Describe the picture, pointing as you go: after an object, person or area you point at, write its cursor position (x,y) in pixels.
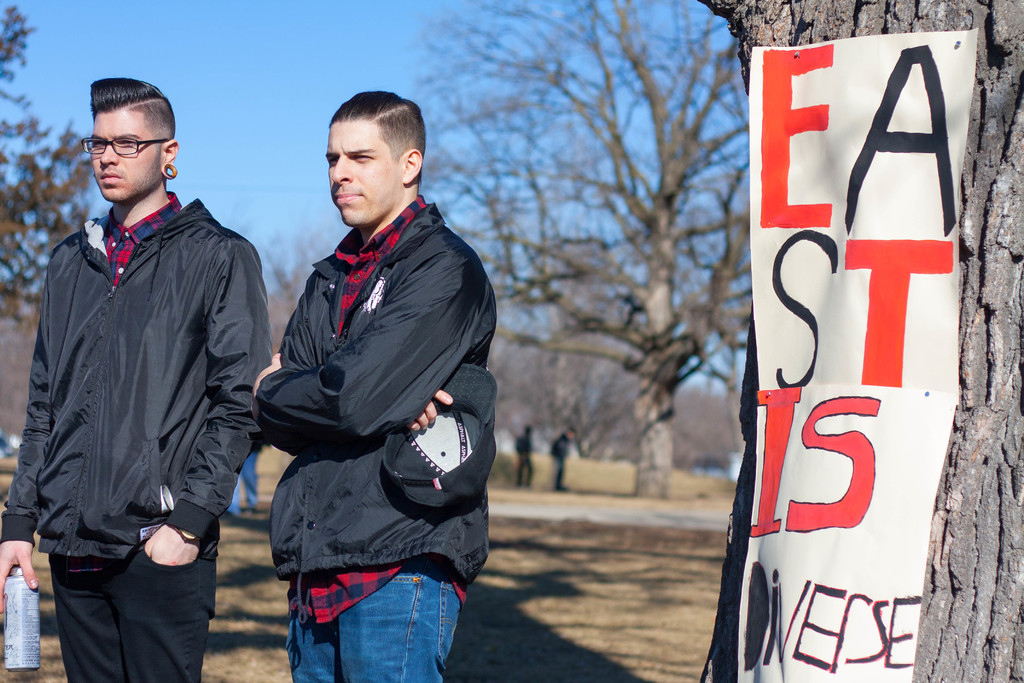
In this image there are two men (262,386) standing. The man (226,414) to the left (102,481) is holding a bottle (16,616) in his hand (26,579). The man (338,403) beside him is holding a cap (401,437). To the right (982,438) there is a tree trunk (972,507). There are papers (829,420) with text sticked on the tree trunk (978,524). Behind them there are trees (63,201) and a few people (246,479) standing. At the top (244,57) there is the sky (228,46). The background (215,39) is blurry.
